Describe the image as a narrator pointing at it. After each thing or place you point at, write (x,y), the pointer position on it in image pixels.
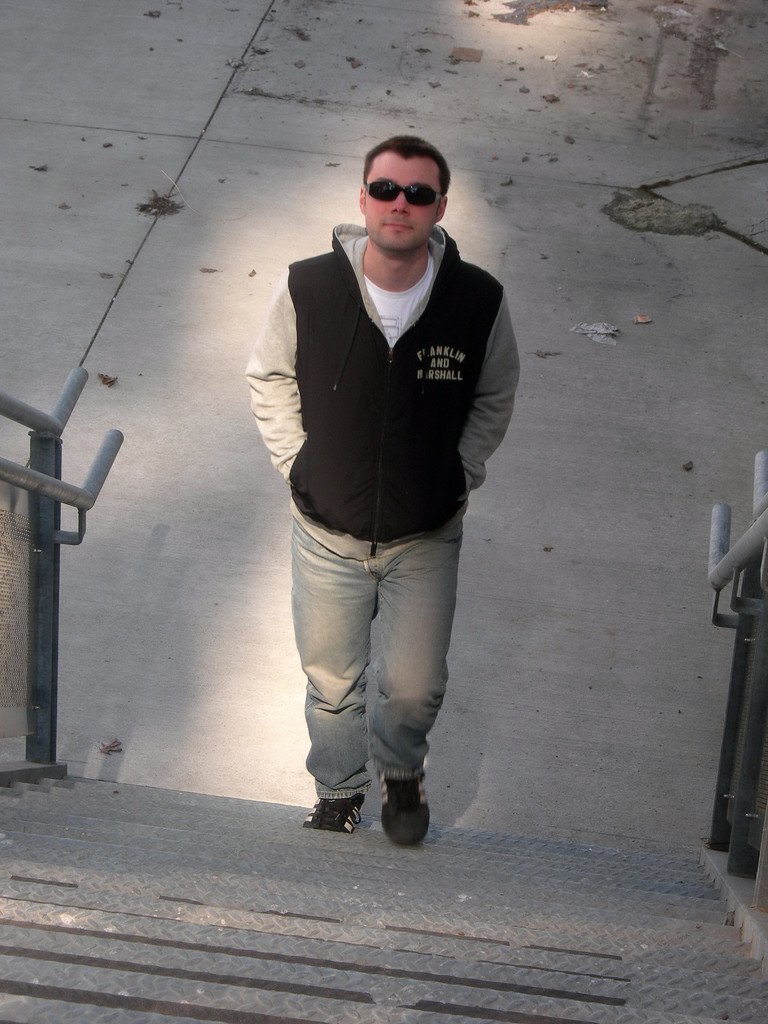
In this image there is a man (390,523) walking on stairs (344,893), on either side of the stairs (406,867) there is a railing (728,845), in the background (598,253) there is pavement (604,523).
